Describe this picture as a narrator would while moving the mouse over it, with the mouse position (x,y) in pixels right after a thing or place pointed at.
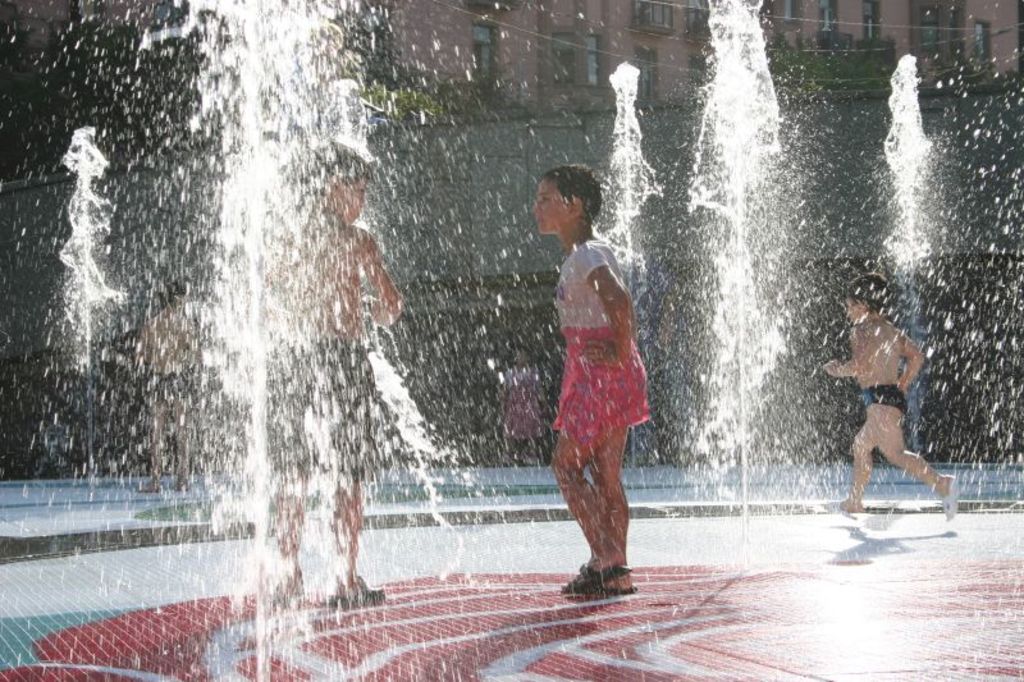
This image consists of five persons (150,355). In the front (338,534), we can see the fountains (265,601). In the background (809,12), there is a building (809,12). And there is water (256,592).
